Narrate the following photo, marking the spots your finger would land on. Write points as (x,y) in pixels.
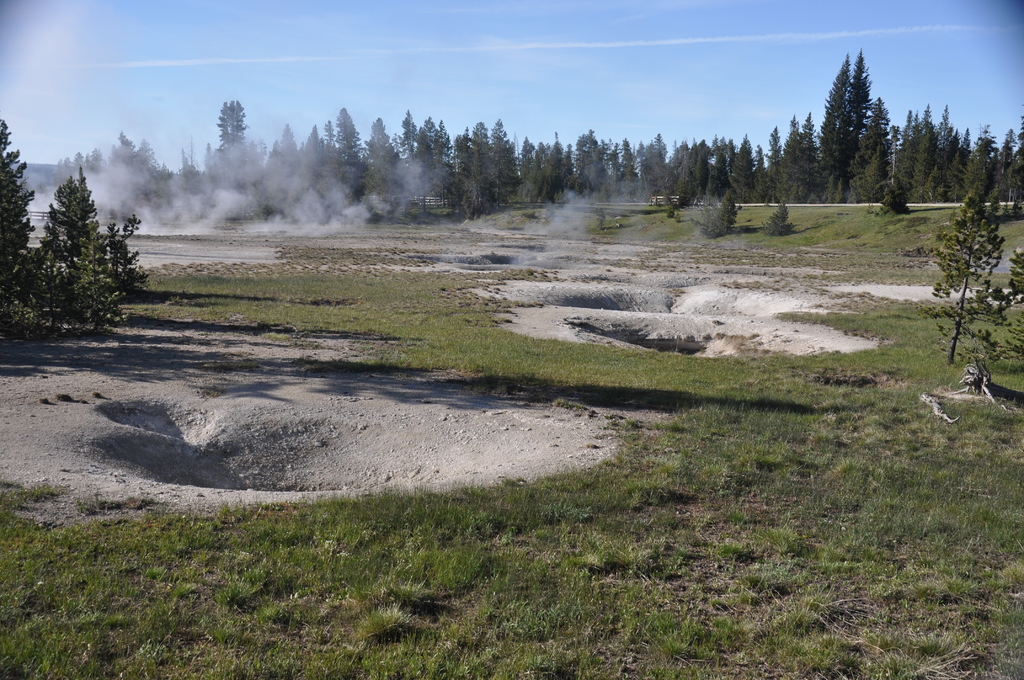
In this picture we can see land (905,404). On the bottom (895,610) we can see grass (715,590). In the background (585,150) we can see many trees (598,149). On the top (516,84) we can see sky (608,83) and clouds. Here we can see plants (1000,212) near to the road fencing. On the left (270,150) we can see smoke (257,166).
